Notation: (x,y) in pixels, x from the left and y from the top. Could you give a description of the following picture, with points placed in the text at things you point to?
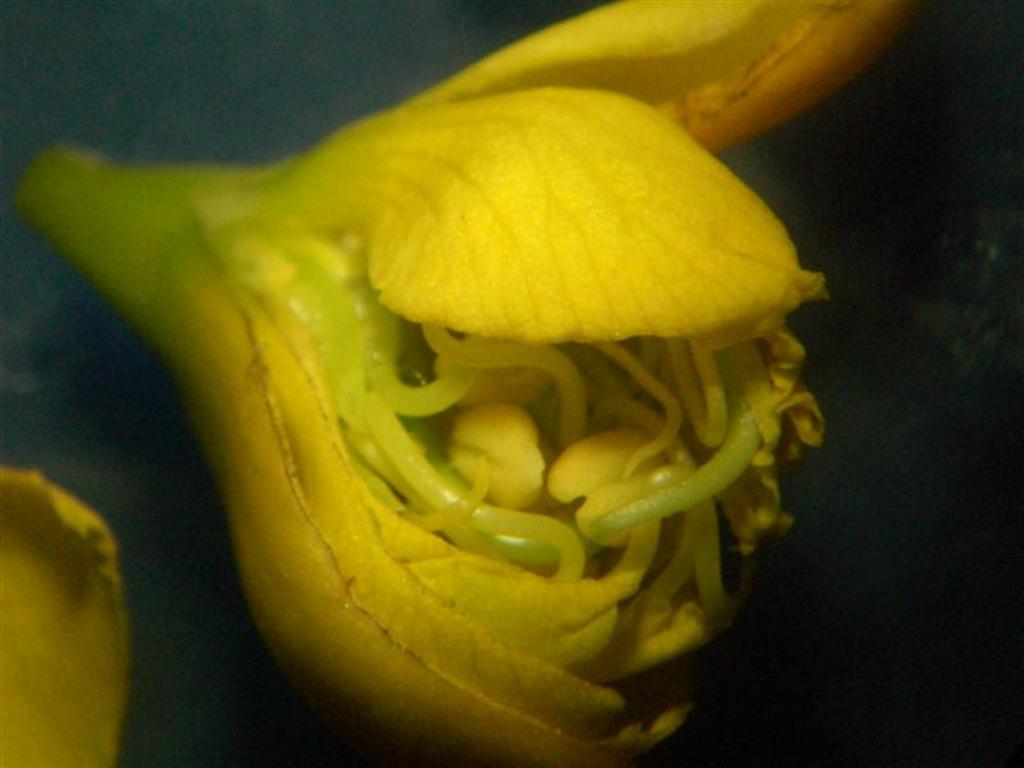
In this image, we can see a flower (534,395). We can also see an object (105,531) on the bottom left corner (93,664).
